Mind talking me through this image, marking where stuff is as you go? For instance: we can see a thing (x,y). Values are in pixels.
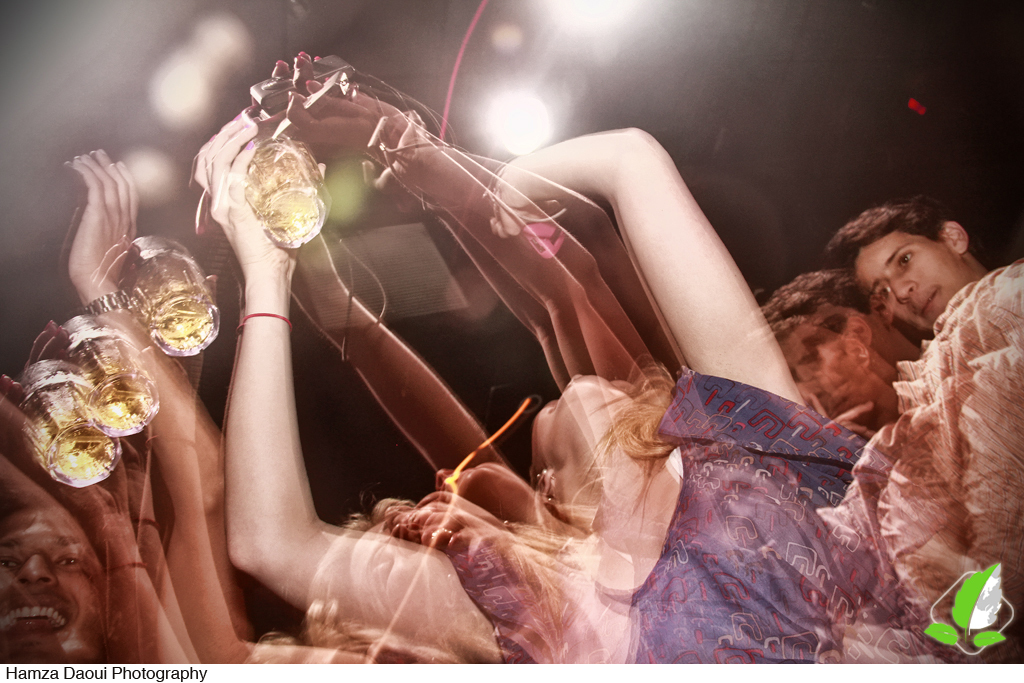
In this image we can see people (617,364) standing and holding wine glasses (105,398) in their hands (124,286). At the top (517,129) there are lights (516,113).
